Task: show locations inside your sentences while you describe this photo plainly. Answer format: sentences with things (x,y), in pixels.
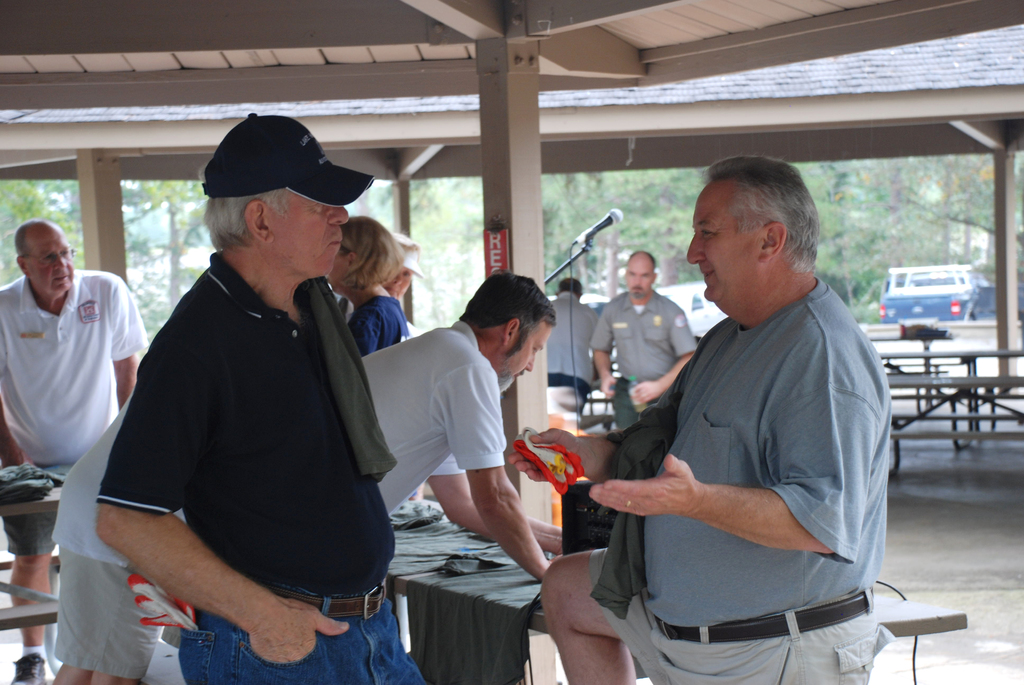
In the image we can see there are people (478,399) standing and there is a mic (611,215) kept on the stand (556,271). There are t shirts (434,578) kept on the table (506,569) and there are benches (988,382) kept on the ground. Behind there is a vehicle (909,301) parked on the road (955,324) and there are trees (476,267). Background of the image (908,270) is blurred.
